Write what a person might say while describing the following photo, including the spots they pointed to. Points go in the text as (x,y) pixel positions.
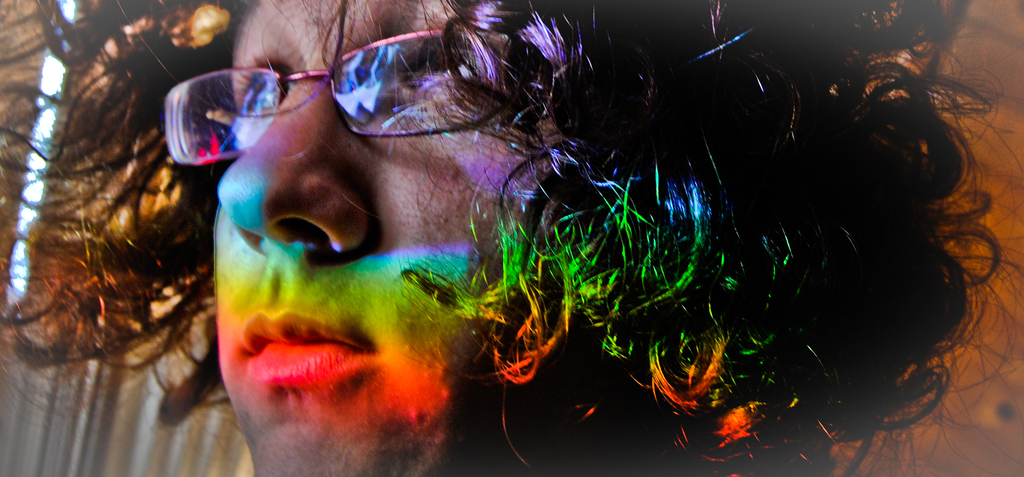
In this image we can see a face (303,352) of a person (278,158). He is wearing glasses (401,71) and we can see lights (402,318) on his face (281,311).
